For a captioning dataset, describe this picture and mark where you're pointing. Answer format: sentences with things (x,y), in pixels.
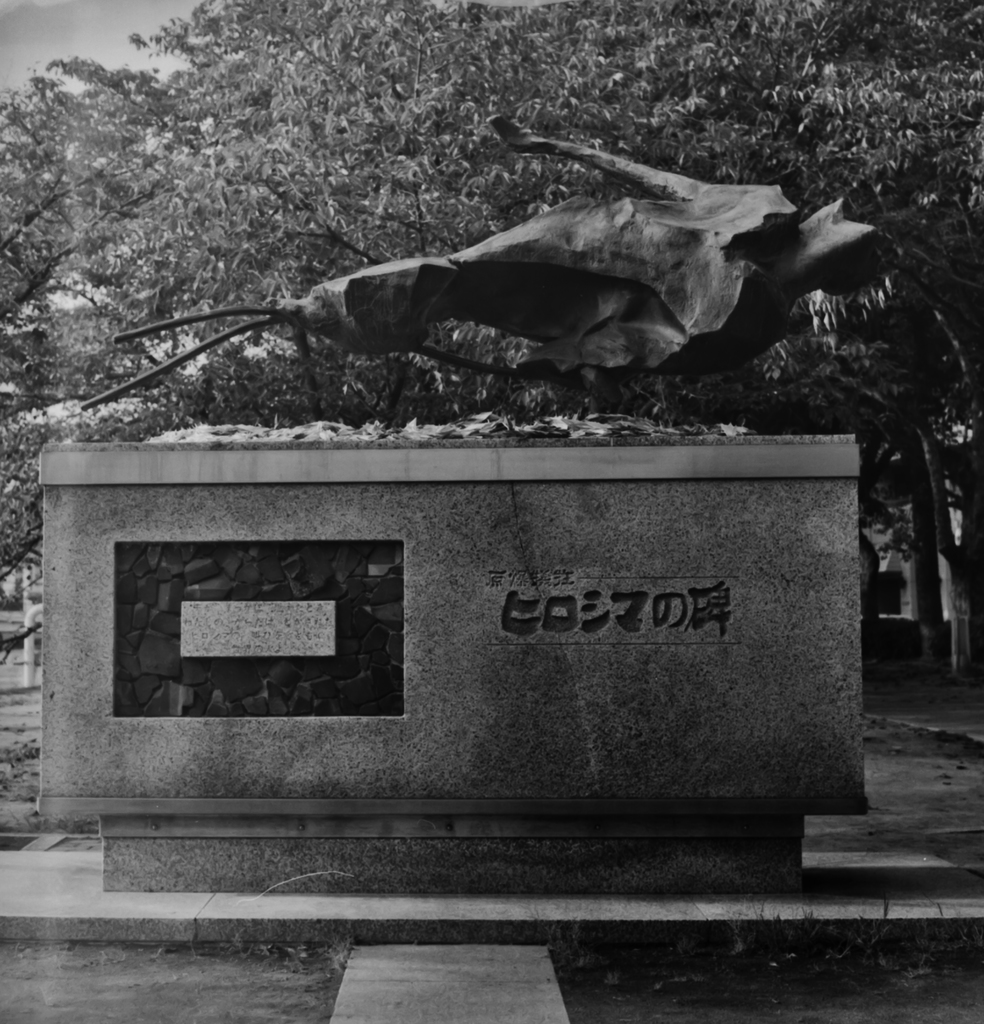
This is a black and white image. This looks like a sculpture (492,295). I think this is the pillar (462,650) with the name (600,629) on it. I can see the trees (595,42) with branches (895,226) and leaves (267,214).
